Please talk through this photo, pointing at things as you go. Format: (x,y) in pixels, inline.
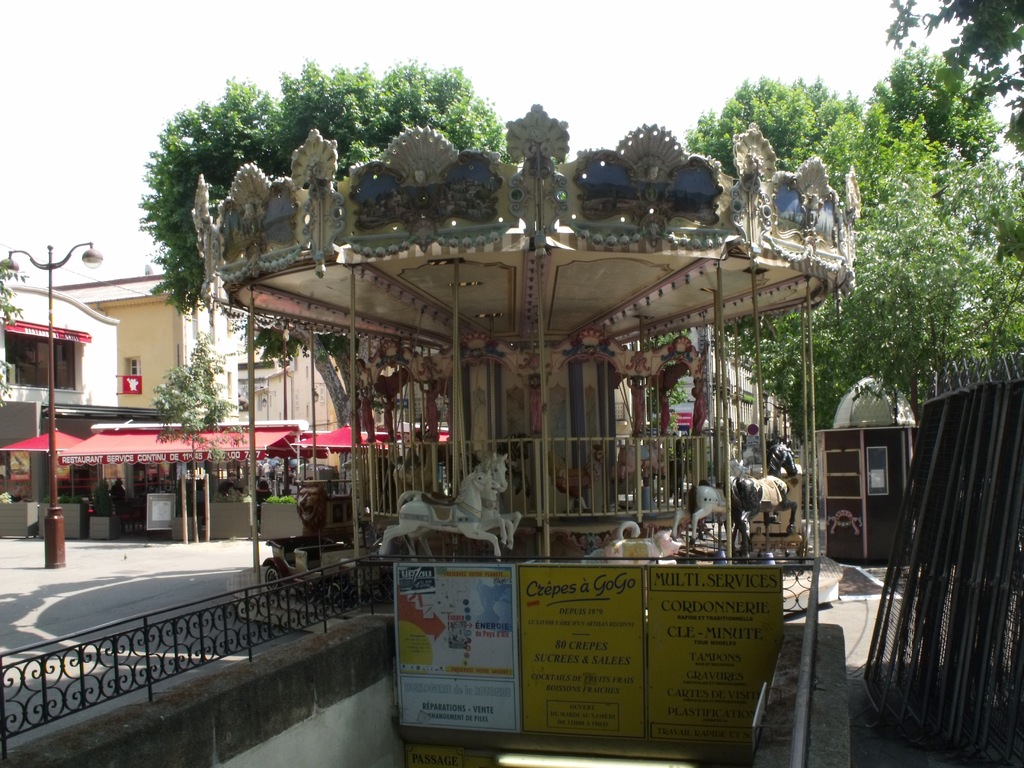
The picture is clicked in an exhibition. In the foreground of the picture (490,463) there are hoardings (420,648), railing (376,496), iron objects (935,500) and play things (444,527). On the left (107,446) there are trees (187,393), buildings (157,476), people (113,488) and a street light (62,527). In the background (346,104) there are trees (845,173). It is sunny.
